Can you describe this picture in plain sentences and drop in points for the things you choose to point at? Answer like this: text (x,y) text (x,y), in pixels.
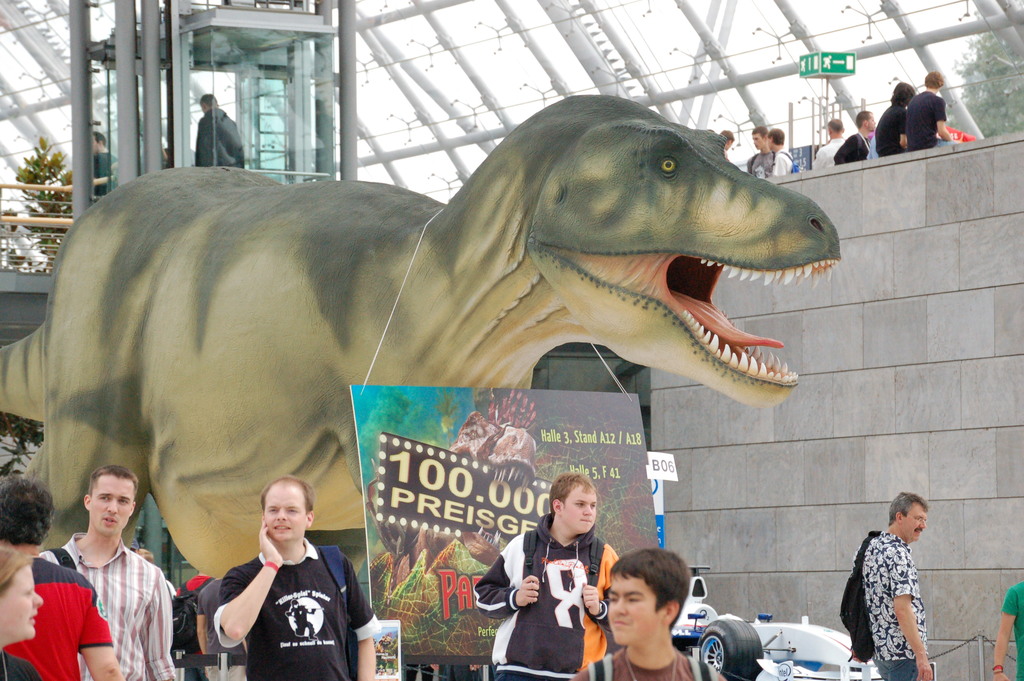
In this image I can see a dinosaur sculpture (589,321) with a board (649,502) with some text (424,497). I can see some people (908,506) walking and standing in front of the dinosaur (213,503). I can see a bridge like construction (28,206) just behind the dinosaur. I can see some people (759,147) at the top of the image (221,115).
